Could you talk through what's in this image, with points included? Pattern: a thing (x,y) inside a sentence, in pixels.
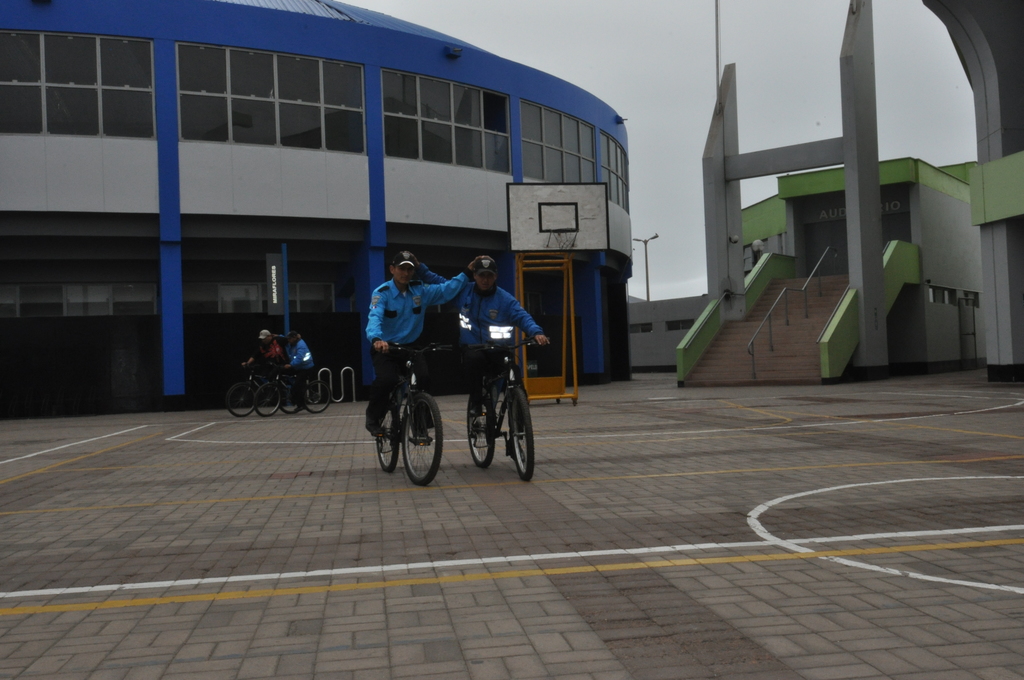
This is an outside view. Here I can see four people (466,316) are riding their bicycles (527,423) on the ground (365,485). In the background (449,241) there are two buildings (914,269) and also I can see a pole (647,245). To the right side (766,280) building (808,275) I can see the stairs (774,358) at the bottom of it. On the top of the image (610,46) I can see the sky (625,30).
